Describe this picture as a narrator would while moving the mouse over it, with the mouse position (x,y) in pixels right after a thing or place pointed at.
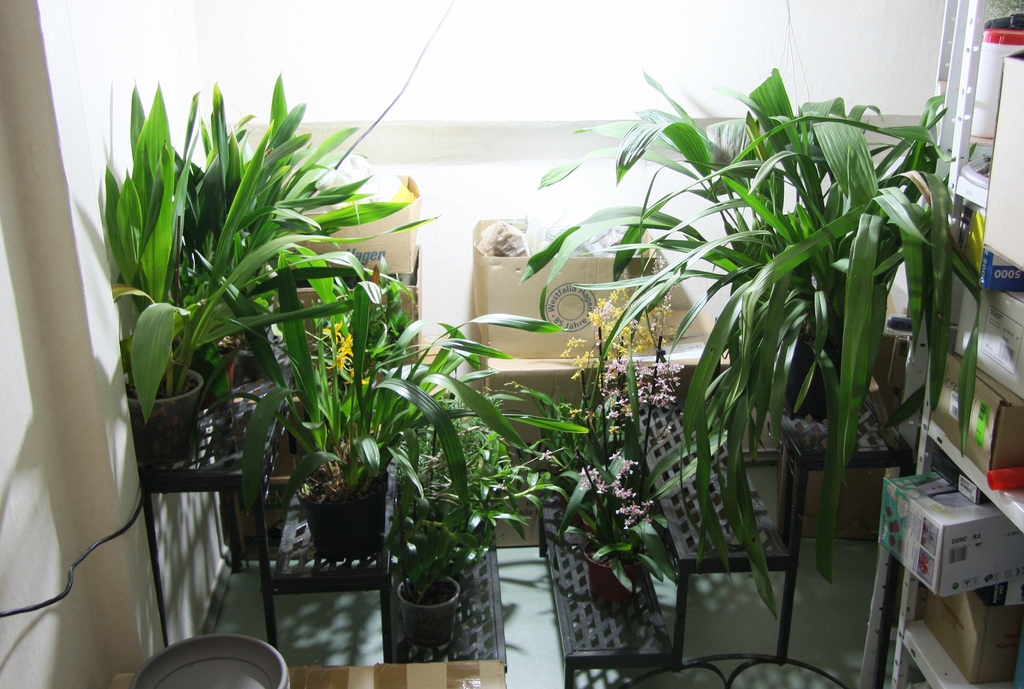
In this image I can see number of plants (965,415) in pots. I can also see few boxes (373,243) in the background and here on these shelves (929,682) I can see few more boxes (958,374).
